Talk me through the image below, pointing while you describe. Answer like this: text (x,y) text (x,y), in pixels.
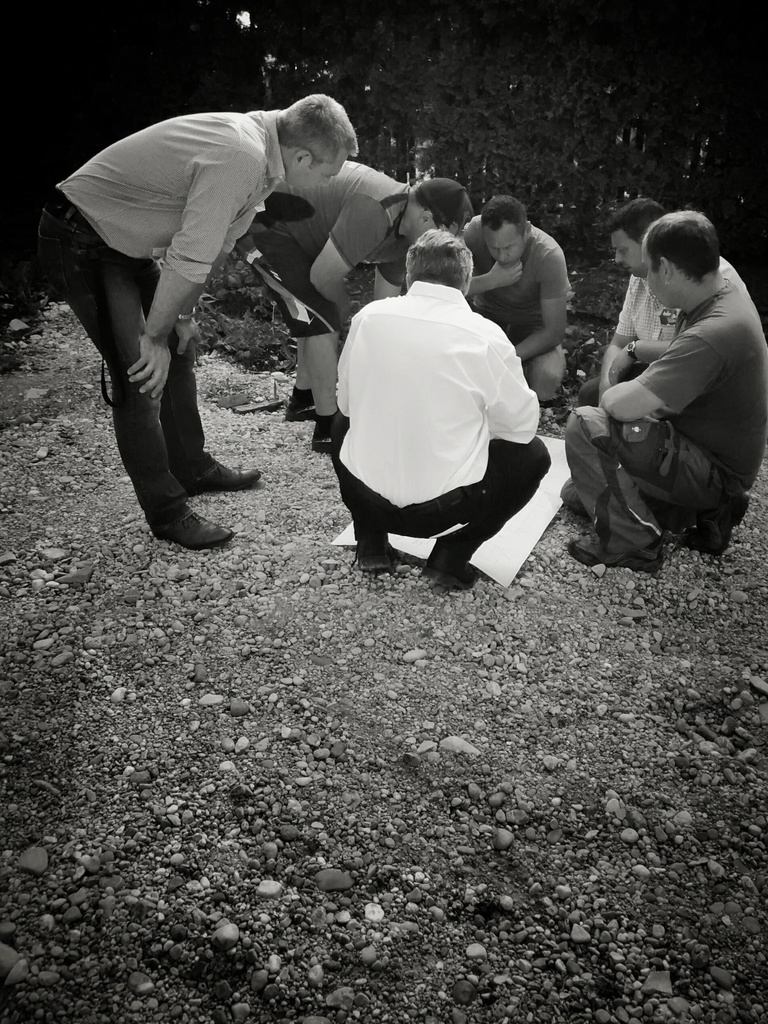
In this picture we can see some people (553,315) in the middle (471,446), at the bottom (551,812) there are some stones (506,829), we can also see a chart (527,523) in the middle (421,554), these people (539,287) are looking at the chart (527,537), we can see a dark background (121,74), it is a black and white image.
